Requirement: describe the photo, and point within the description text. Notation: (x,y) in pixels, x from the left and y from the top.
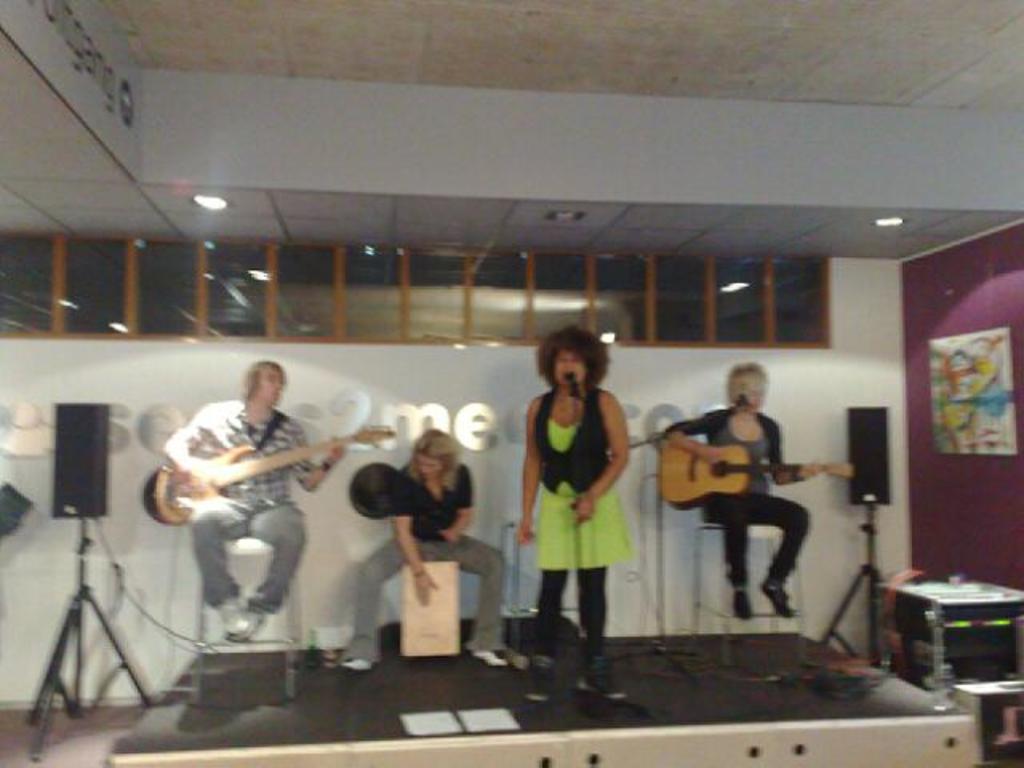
In this picture is clicked inside a room (153,379) which might be a musical concert. There are three people (266,525) playing musical instruments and a lady (604,443) standing and singing in front of a mic (570,378). There are two speakers (880,434) on two sides of an image. In the background (90,328) we observe there are designed windows (135,293). In the right side (964,607) bottom of the image (962,605) we observe musical sound system boxes (989,674).
